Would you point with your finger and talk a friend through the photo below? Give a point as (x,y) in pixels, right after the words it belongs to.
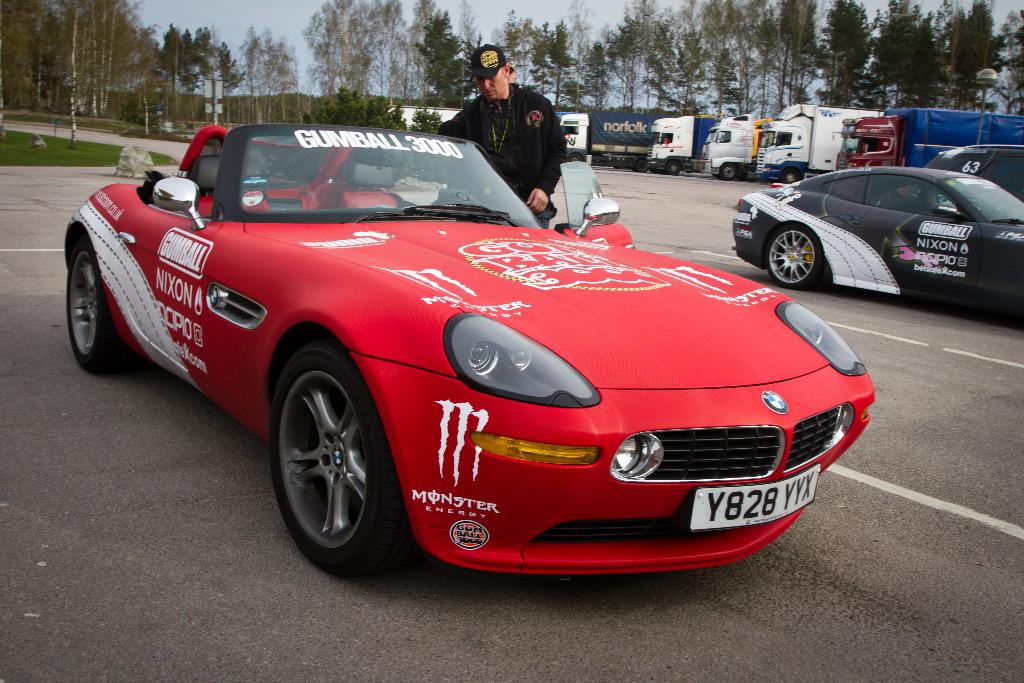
In this image in front (771,447) there is a car (605,476). Beside the car (737,409) there is a person (504,118) and there are a few other vehicles (819,185) parked on the road (719,211). In the background of the image (526,70) there are trees (463,69) and sky (280,4). On the left side of the image (61,150) there is grass (68,150) on the surface (70,150).
